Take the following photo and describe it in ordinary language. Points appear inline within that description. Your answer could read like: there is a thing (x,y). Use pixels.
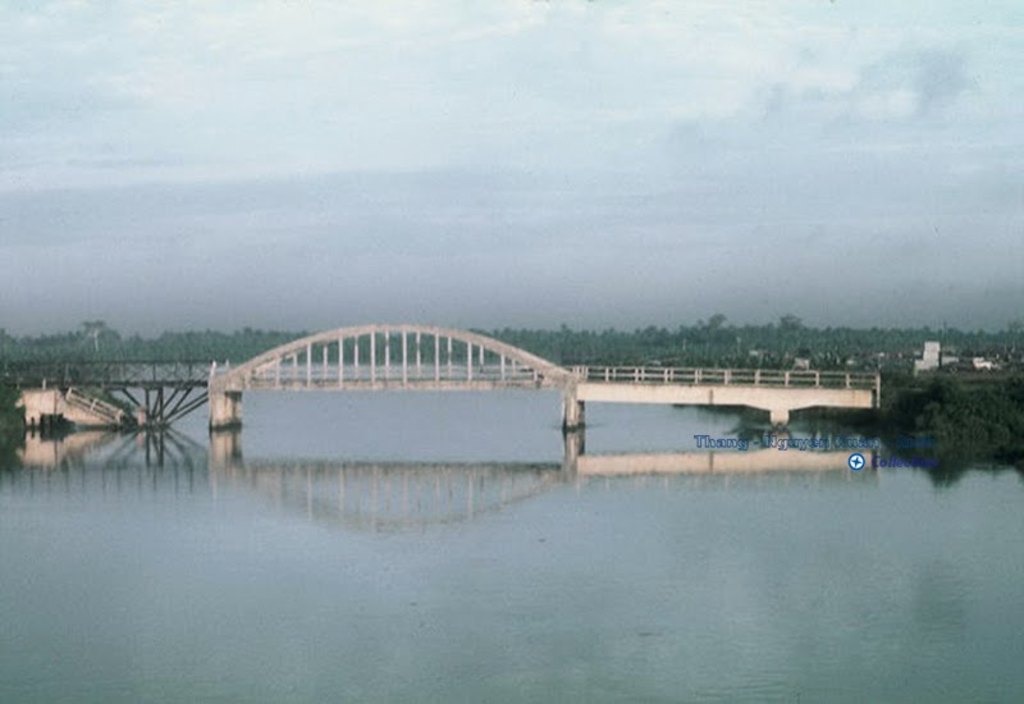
In this image we can see the concrete bridge (690,375) on the river (444,555), we can also see some trees (883,352), house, and the sky (733,193).
